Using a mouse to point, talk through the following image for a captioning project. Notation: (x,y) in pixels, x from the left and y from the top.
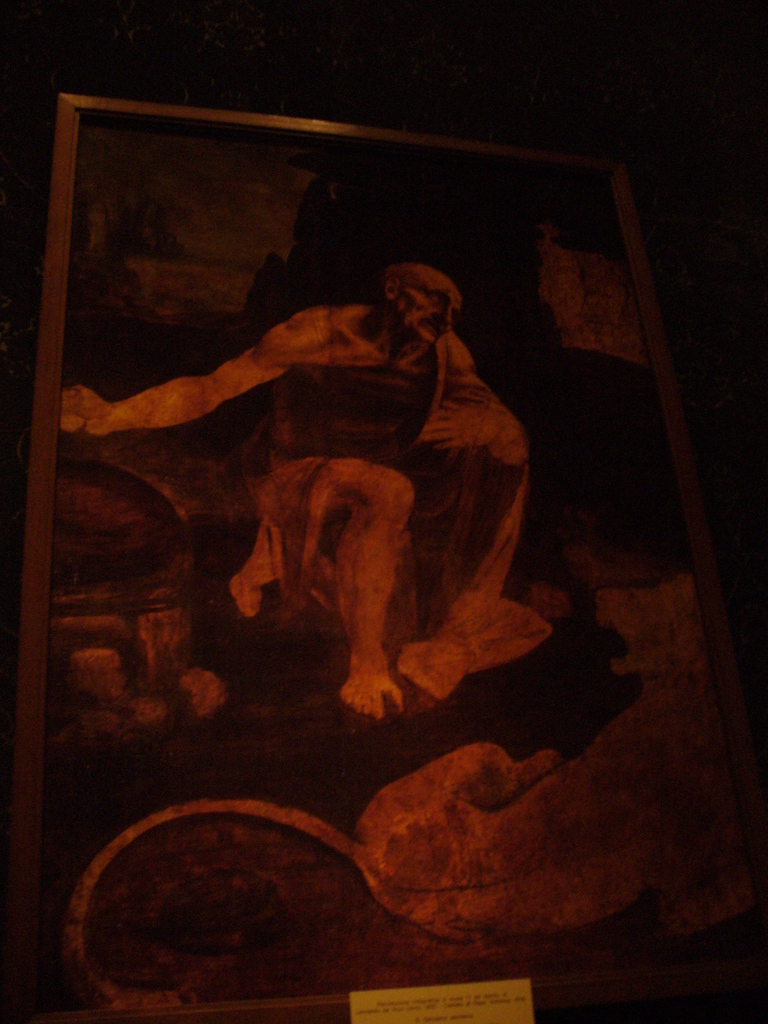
In this image we can see the painting (241,405) of a person (348,450). And we can see the dark background (662,35).
